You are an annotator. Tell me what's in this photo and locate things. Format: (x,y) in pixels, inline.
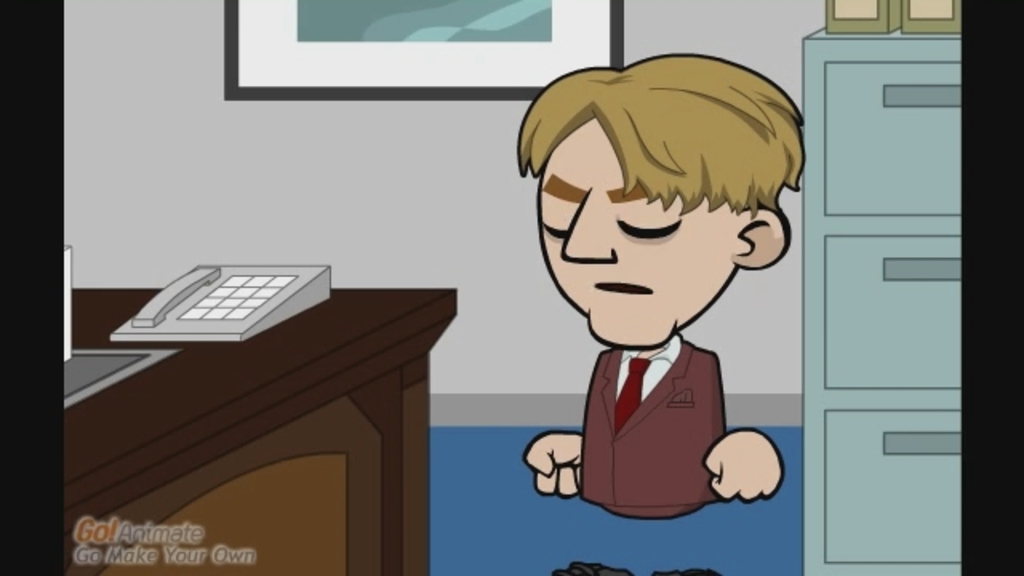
This image is an animated image. In the background (383,287) there is a wall (420,274) with a picture frame (412,88) on it. On the right side of the image (848,238) there is a cupboard (909,161) and there are two objects (883,25) on the cupboard (909,44). There is a man (652,328). On the left side of the image (236,353) there is a table (303,407) with a telephone (203,310) and an object (90,359) on it.
